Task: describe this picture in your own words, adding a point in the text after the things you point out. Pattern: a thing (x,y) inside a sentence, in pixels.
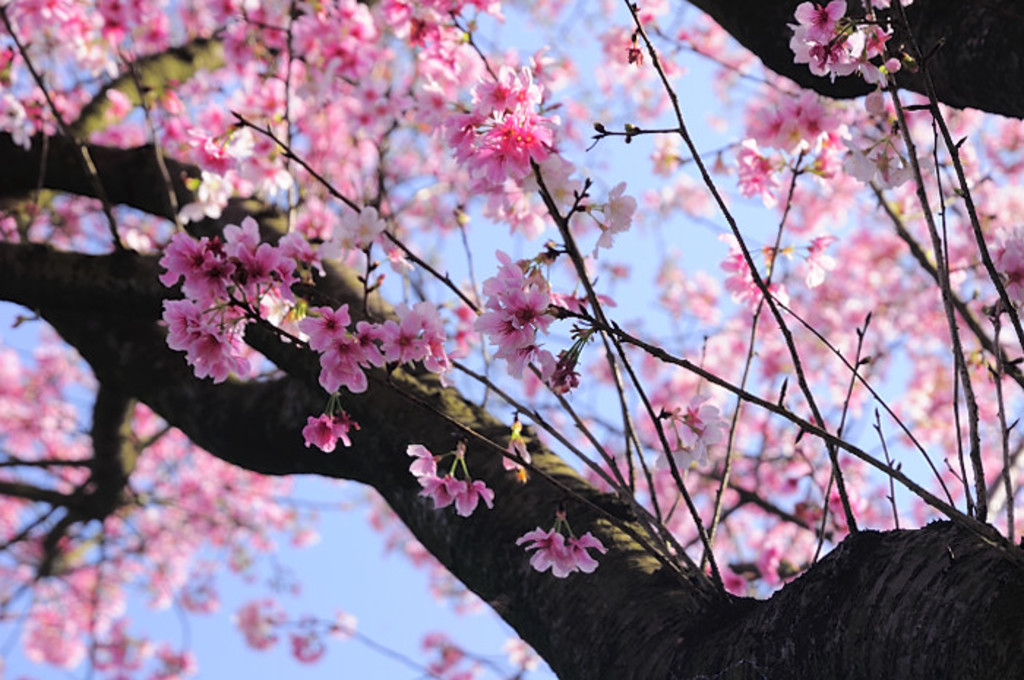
In this image there is a tree (734,440) with pink color flowers (360,220). In the background (352,587) there is sky (664,259).
